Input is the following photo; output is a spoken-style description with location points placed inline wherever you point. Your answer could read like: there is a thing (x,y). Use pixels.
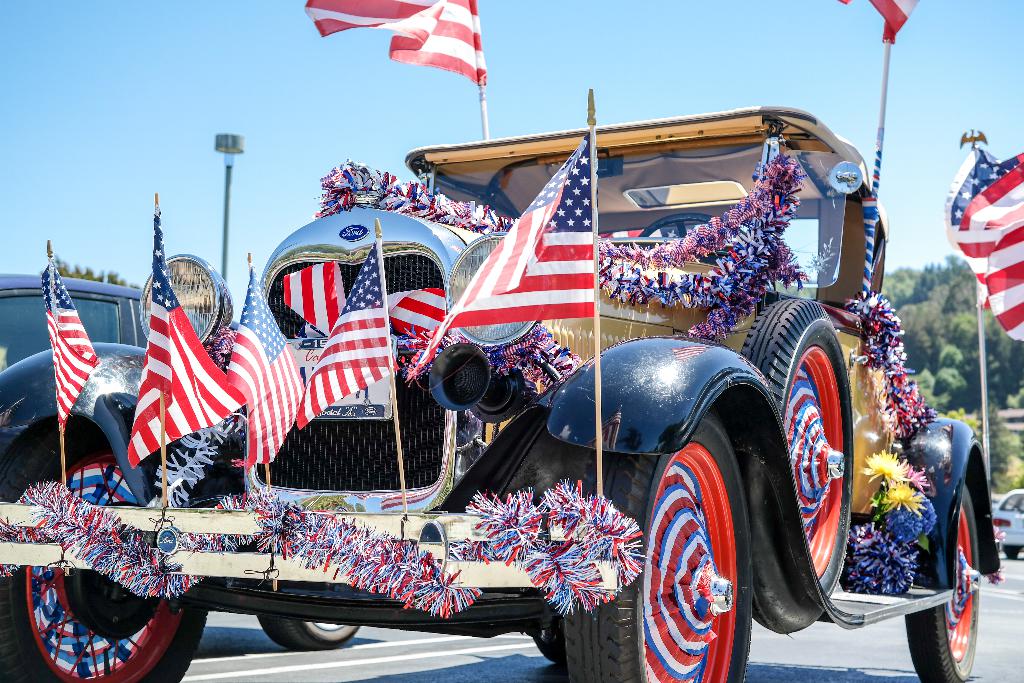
In this image we can see vehicles (309,365). To this vehicle (309,365) there are flags (263,437) and decorative ribbon (501,530). Background (1006,462) we can see trees (1006,475) and sky (471,87).
